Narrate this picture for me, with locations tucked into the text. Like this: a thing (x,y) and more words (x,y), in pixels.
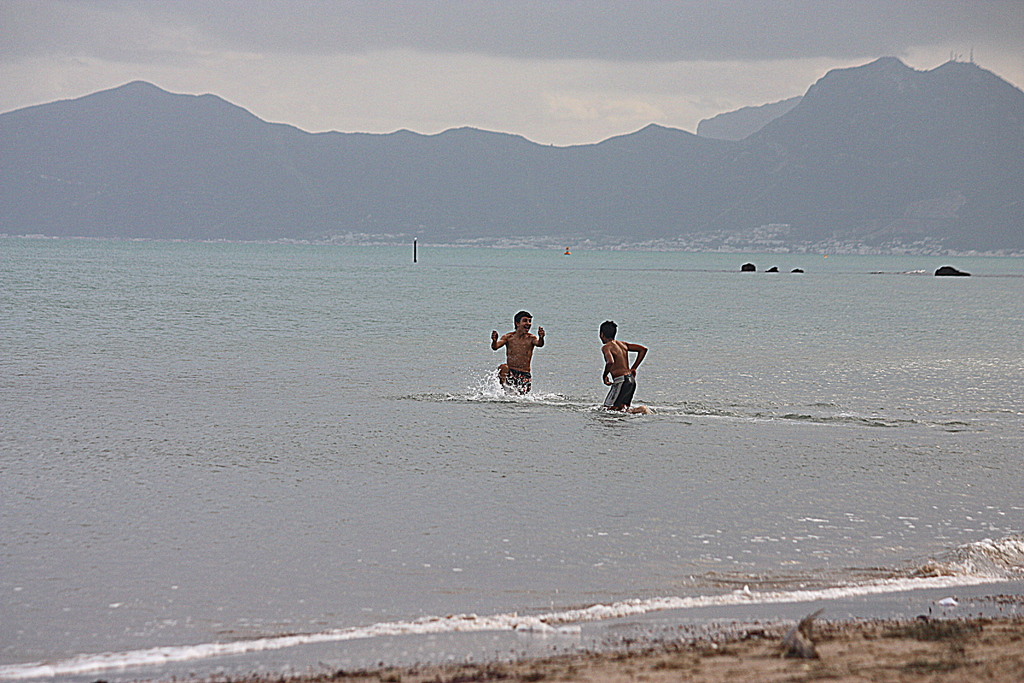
In this image there is the sky (560,72) towards the top of the image (553,67), there are clouds (609,87) in the sky (588,96), there are mountains (819,163), there is the sea (468,308), there are two men (508,342) in the sea (604,251), there are rocks (745,268), there is sand (818,649) towards the bottom of the image (874,649).
